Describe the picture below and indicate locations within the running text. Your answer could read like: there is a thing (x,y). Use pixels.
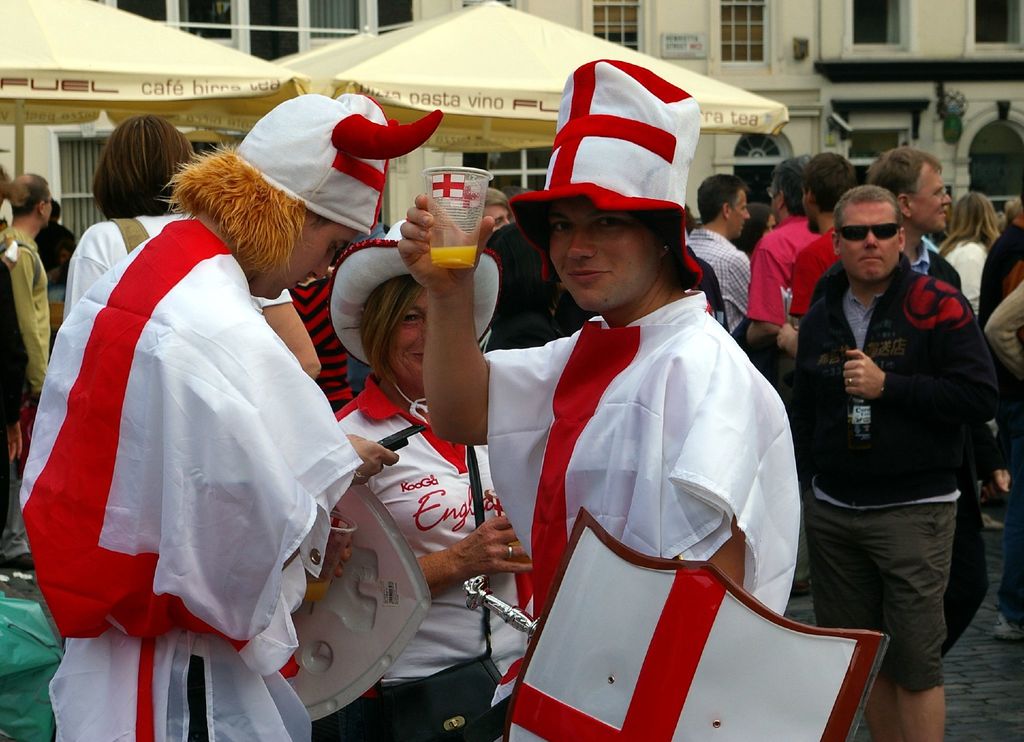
In this picture I can see three persons (505,421) wearing the costumes (506,489) in the middle (513,249), in the background (946,314) there are people (520,262), tents (434,144) and buildings (872,97).
